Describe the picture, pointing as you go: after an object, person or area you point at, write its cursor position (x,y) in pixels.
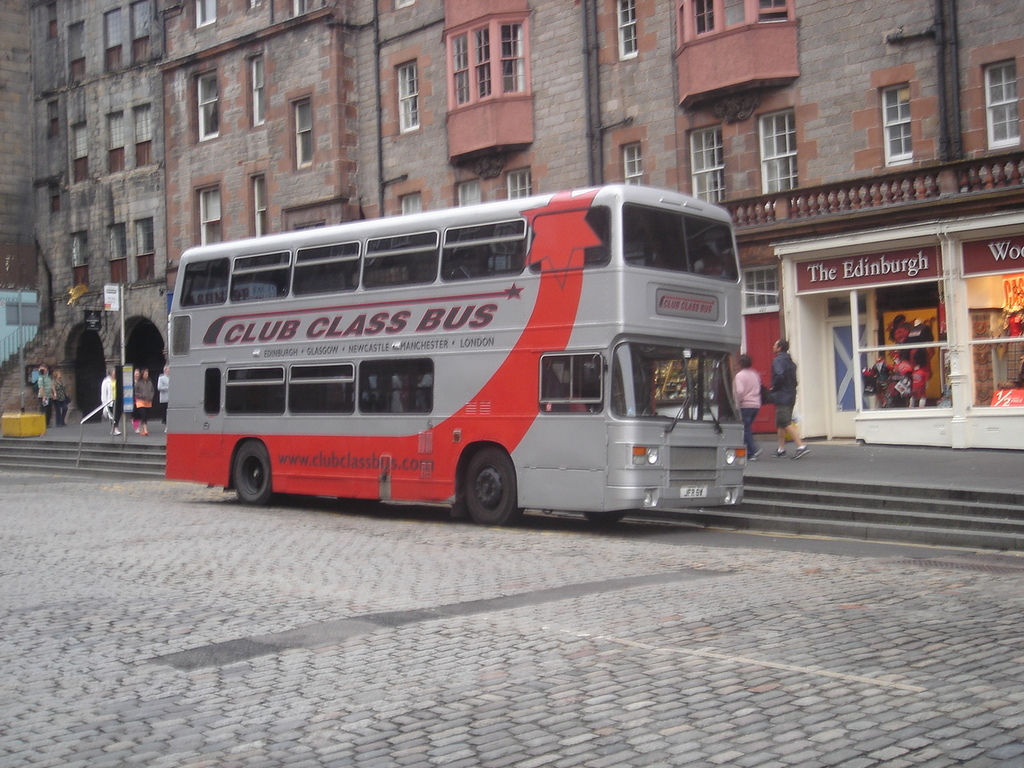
In this image we can see few buildings (465,78) and they are having many windows (520,87). There are few people (138,394) at the left side of the image (106,385). There are two people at the right side of the image (754,418). There are few boards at the right side of the image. We can see few stores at the right side of the image (810,437). There is a bus (406,325) and some text (426,331) written on it.
